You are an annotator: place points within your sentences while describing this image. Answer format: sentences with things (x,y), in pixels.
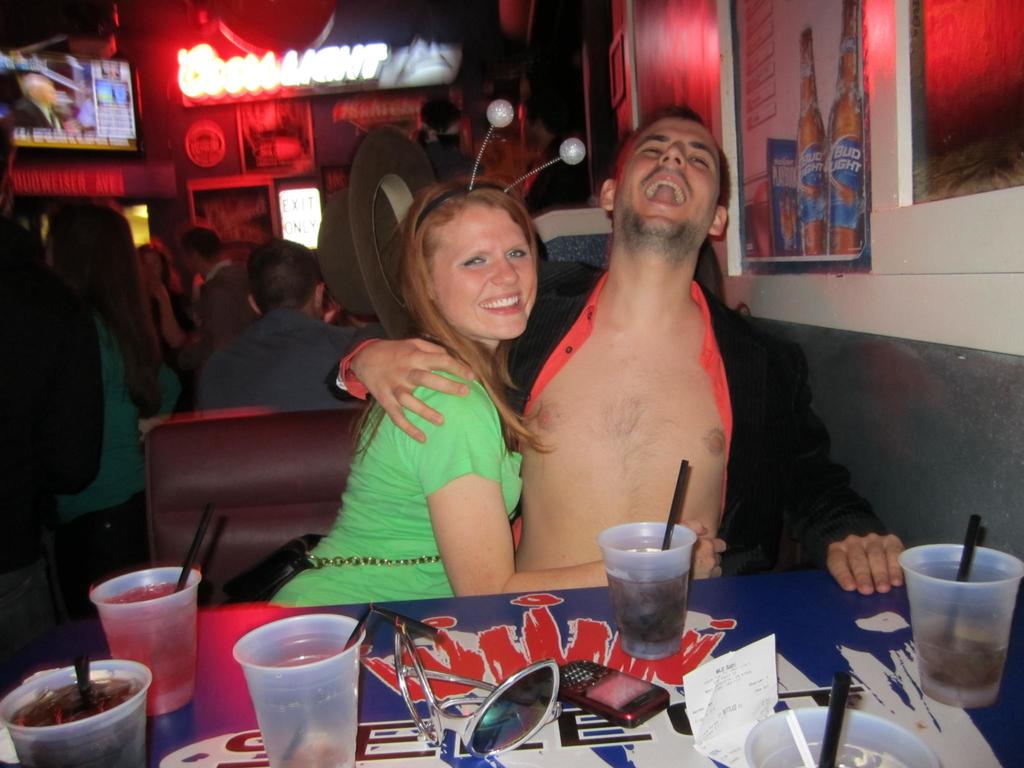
In the image in the center (503,452) we can see two persons (503,452) were sitting and smiling, which we can see on their faces (501,257). In front of them, we can see one table (400,757). On table (468,607), we can see bill paper (750,679), plastic glasses (965,621), sun glasses (435,676) and phone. In glasses (924,626), we can see cool drinks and straws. In the background (243,167) there is a wall (997,212), screen (20,115), photo frames (762,203), banners (779,209) and few people (241,285) were sitting.
